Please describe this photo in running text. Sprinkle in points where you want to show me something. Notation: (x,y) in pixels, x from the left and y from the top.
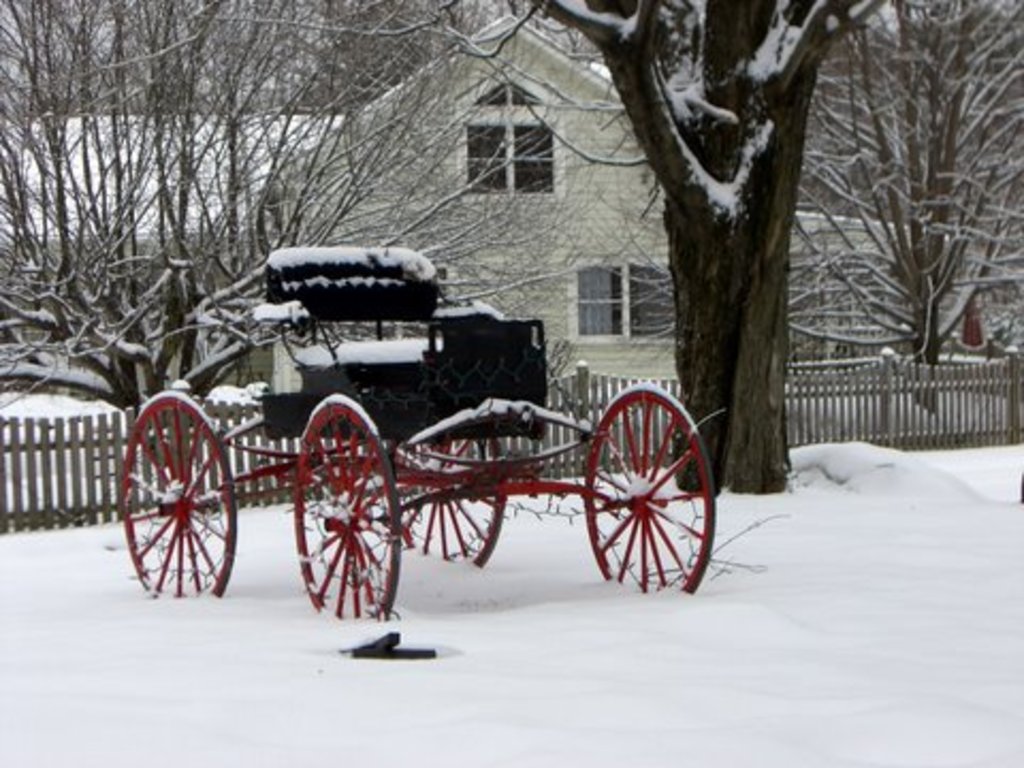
In the foreground of the picture (588,457) there is a cart (356,544) and snow (331,645). In the center of the picture (450,264) there are trees (738,199), house (580,205) and railing (917,384). In the background (370,51) there are trees (223,52).
